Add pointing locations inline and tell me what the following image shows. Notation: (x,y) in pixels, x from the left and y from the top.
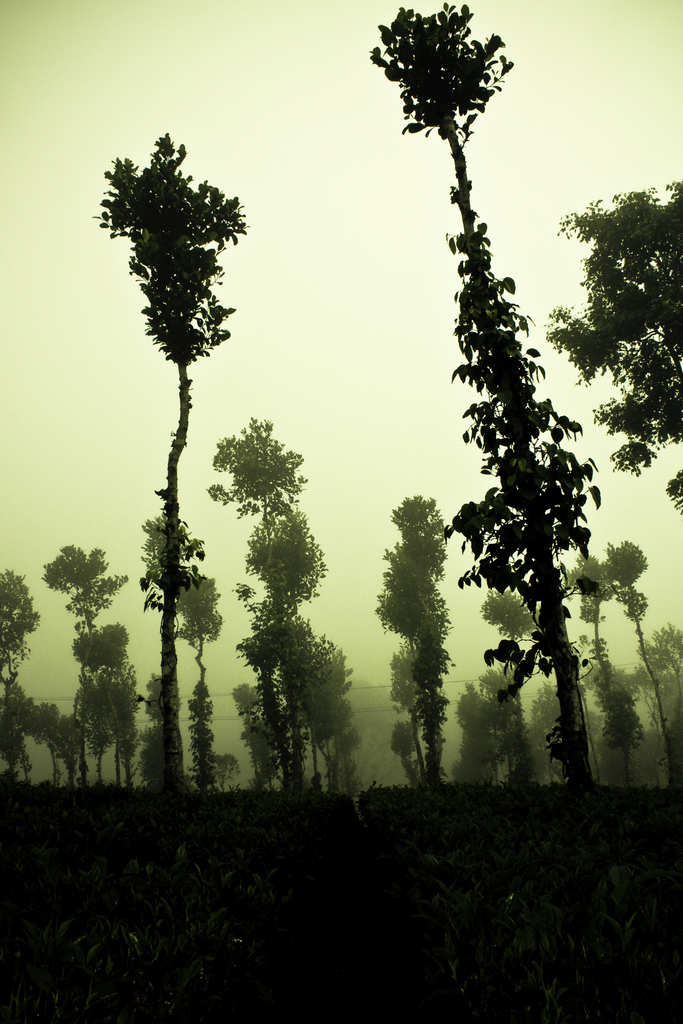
In the image there are trees (252,444) and plants (592,1003) on the land (417,997) and above its sky (263,115).
